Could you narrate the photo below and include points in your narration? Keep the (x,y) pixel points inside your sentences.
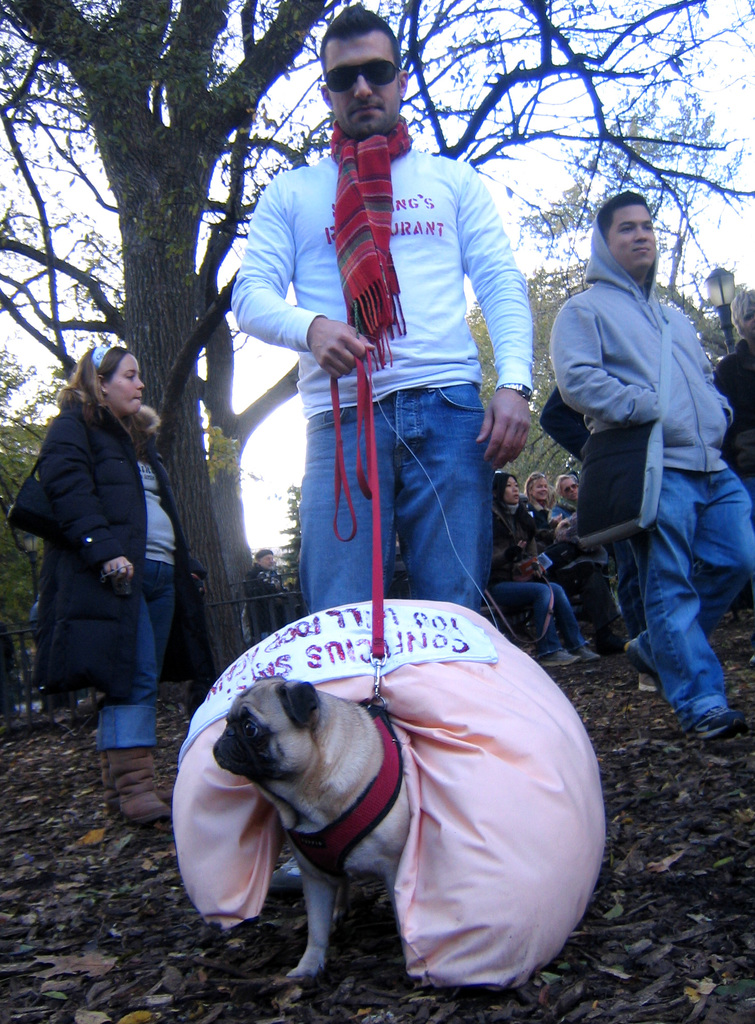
A man (392,376) is holding belt (376,663) tied to the dog (356,785). There is a bag (432,836) on the dog (356,785). In the background (234,412) there are few people (64,586), trees (122,194) and sky (273,479).
